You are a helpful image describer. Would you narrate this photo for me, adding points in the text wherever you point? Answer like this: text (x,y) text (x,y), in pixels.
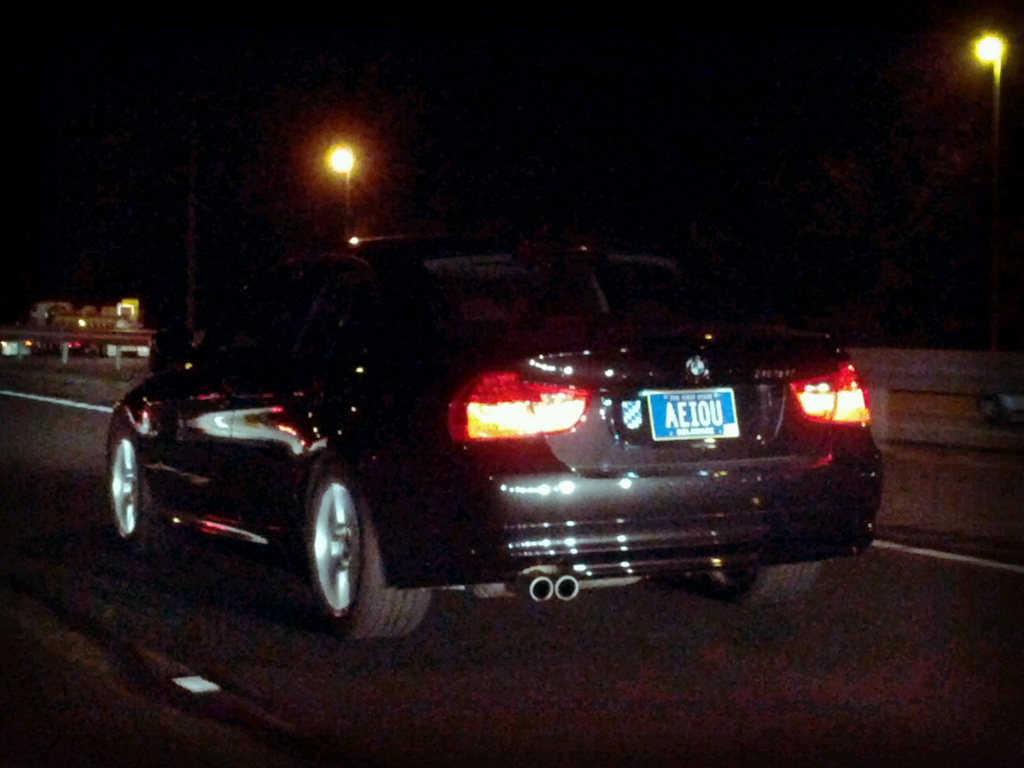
At the bottom of the image (181,691) there is a road (135,580). In the middle of the road (84,429) there is a black car (550,412) with lights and name plate (685,408). There is a black color background with lights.
